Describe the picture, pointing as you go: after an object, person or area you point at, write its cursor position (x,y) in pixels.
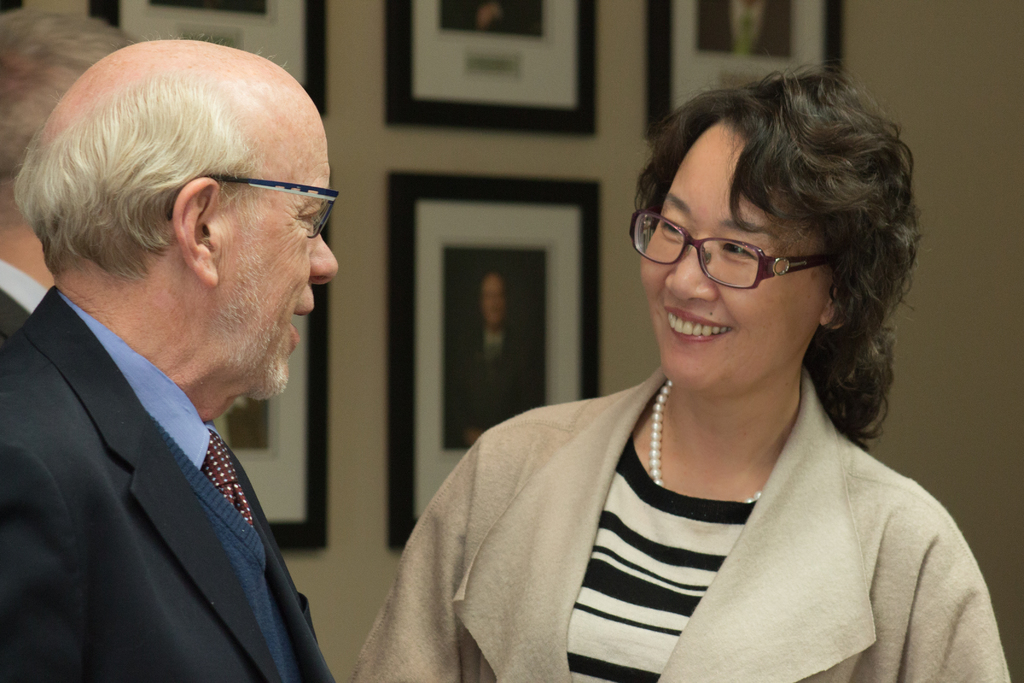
In this picture I can see few people (257,235) standing and I can see few photo frames (664,48) on the wall (563,156) and couple of them wore spectacles (653,237).
